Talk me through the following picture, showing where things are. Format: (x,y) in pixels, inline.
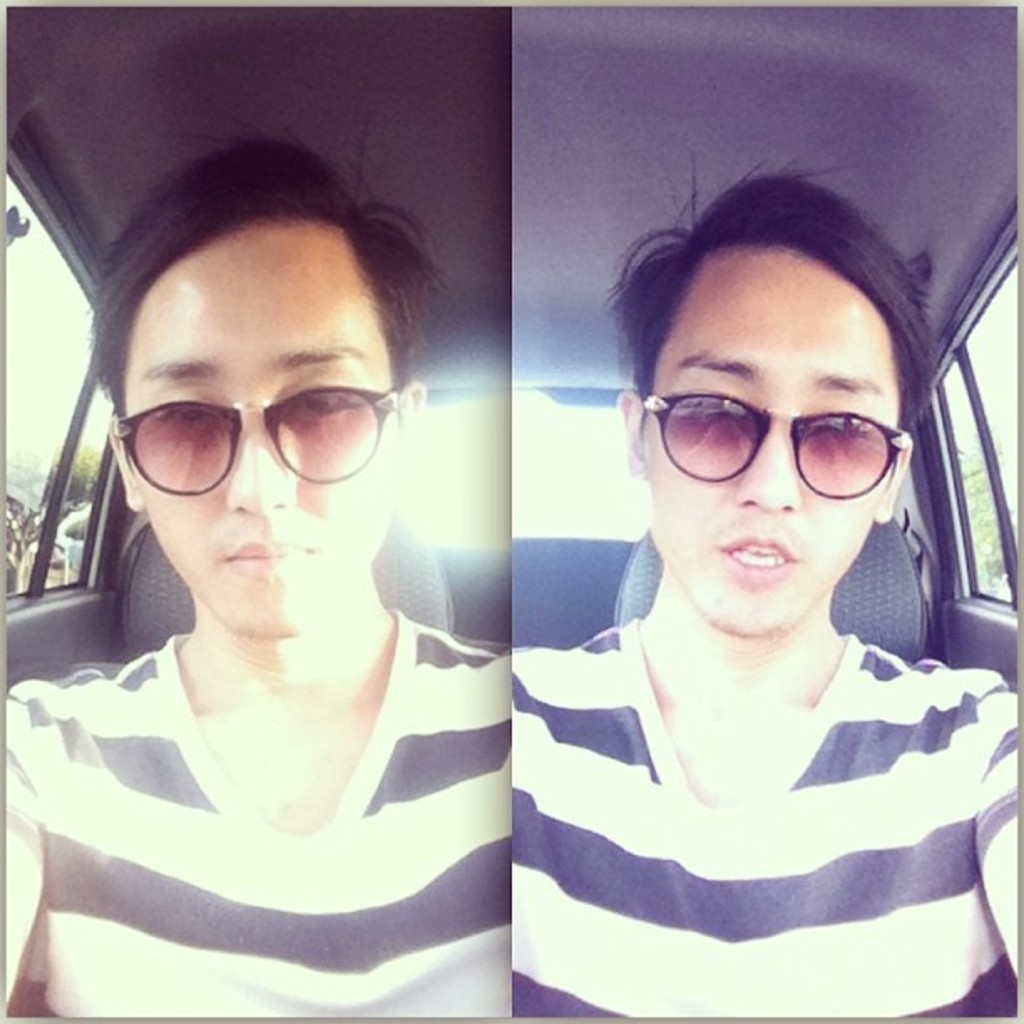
This image contains a collage of photos of a person (539,711) sitting in vehicle (125,537). Person (520,725) is wearing goggles (347,392).
